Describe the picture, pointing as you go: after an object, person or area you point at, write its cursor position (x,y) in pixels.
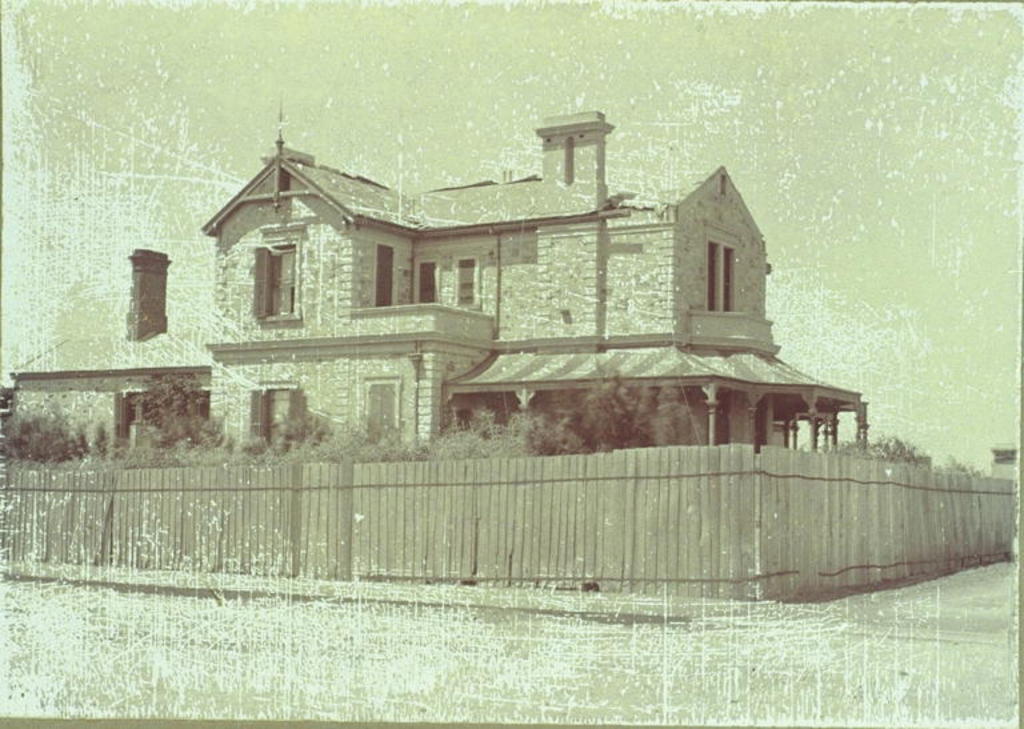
In this picture I can see there is a old photograph of a building (475,228) and there is a fence (330,507) around it. There are plants (484,439) and trees (631,434) here.
